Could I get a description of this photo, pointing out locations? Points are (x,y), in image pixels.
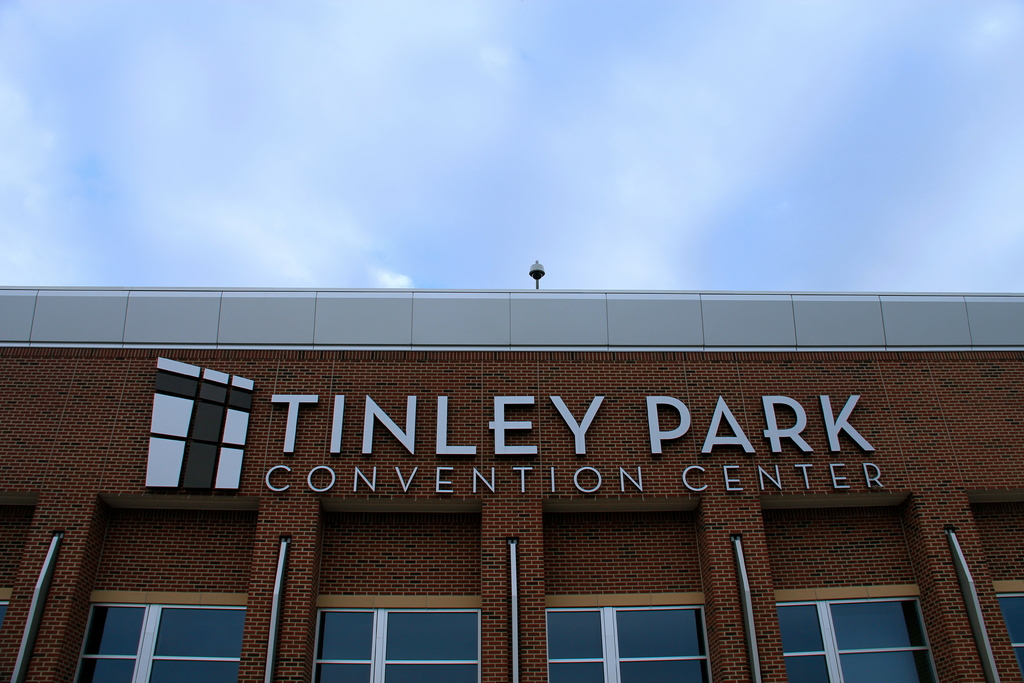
In this image we can see a building (536,444), windows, street light (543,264) and sky (518,158) with clouds (693,172).
